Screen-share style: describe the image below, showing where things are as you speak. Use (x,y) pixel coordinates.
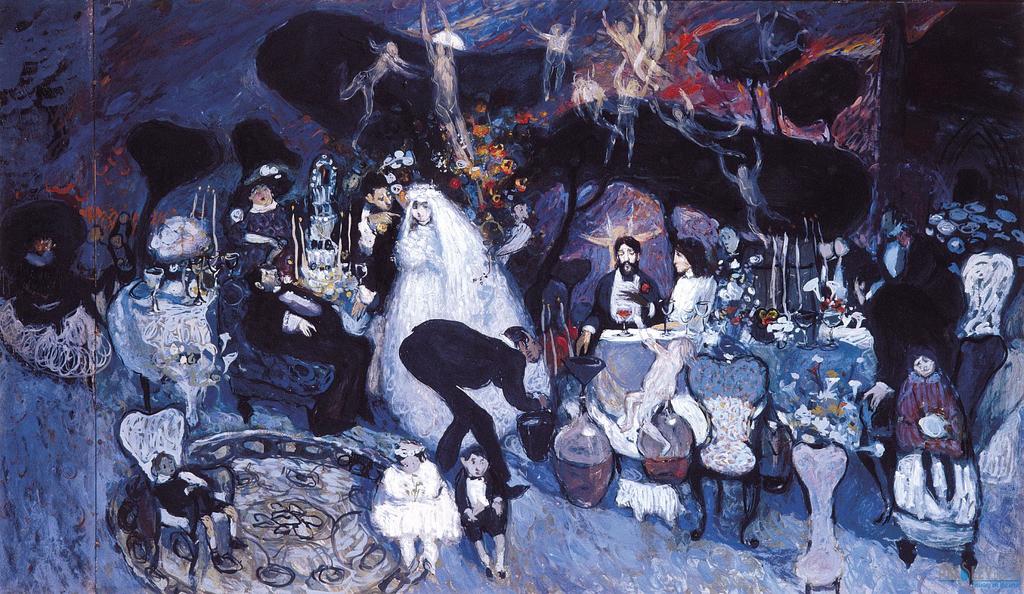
In this image there is a painting (533,255). In the painting (557,279) there are a couple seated on chairs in the open air (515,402). In the painting (565,328) there are little kids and there are few objects (546,416) around them.
